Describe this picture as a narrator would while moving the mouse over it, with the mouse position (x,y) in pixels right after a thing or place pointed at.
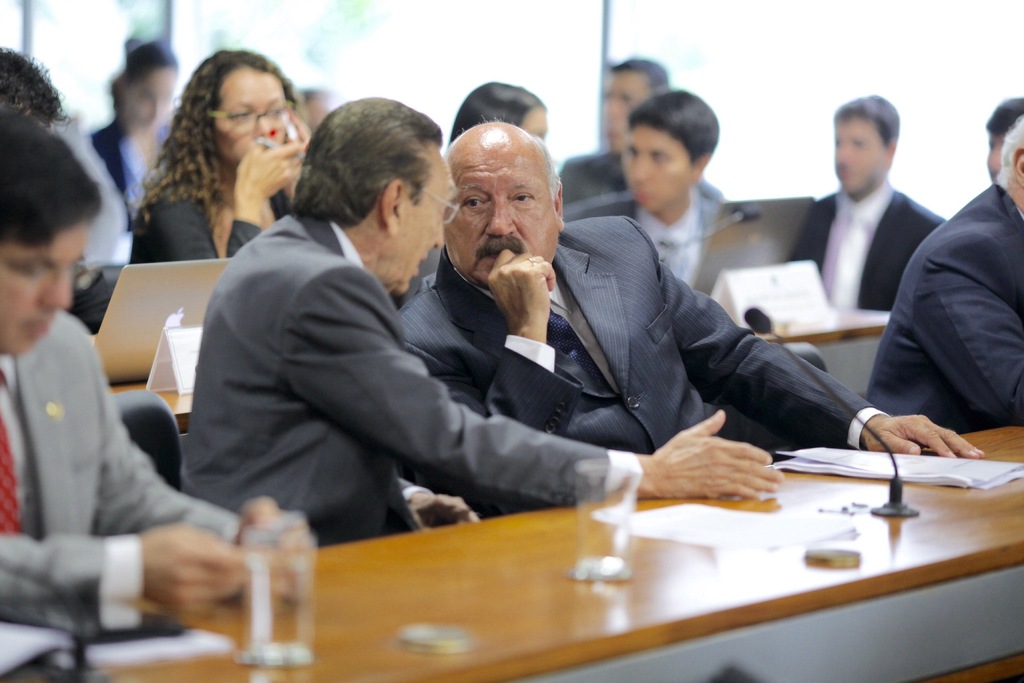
In this image I can see an auditorium (823,190) with a group of people (832,226) and wooden tables (792,586) and laptops (199,289) and mics (736,219) and in the center of the image (639,265) I can see two old people (740,360) are talking to each other.
